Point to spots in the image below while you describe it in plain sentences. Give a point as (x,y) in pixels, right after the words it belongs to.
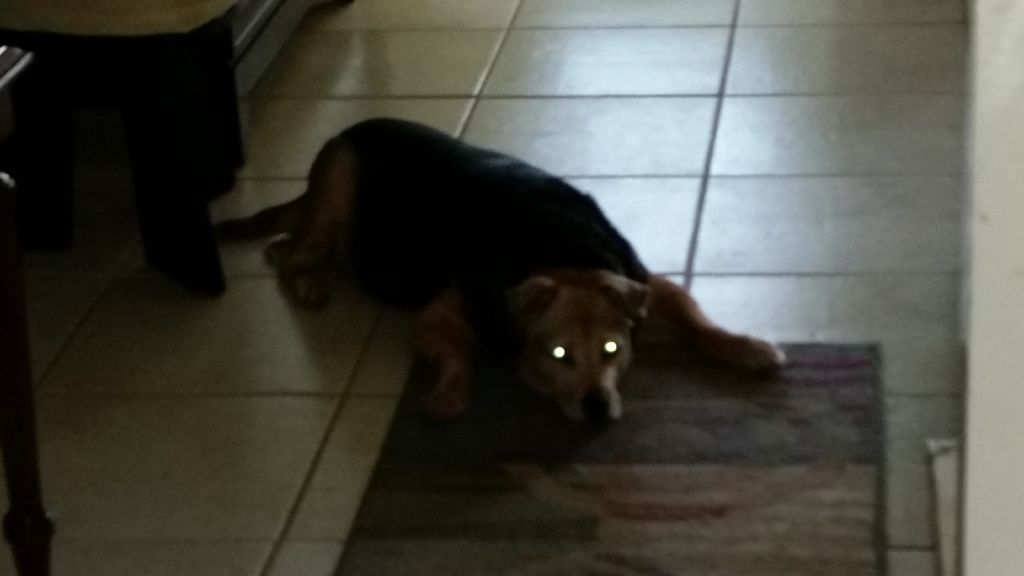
In the foreground of this image (517,258), there is a dog (549,295) lying down on the floor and there is also a carpet (741,533) on the floor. There is a table like an object (190,116) on the top left corner (184,100).
